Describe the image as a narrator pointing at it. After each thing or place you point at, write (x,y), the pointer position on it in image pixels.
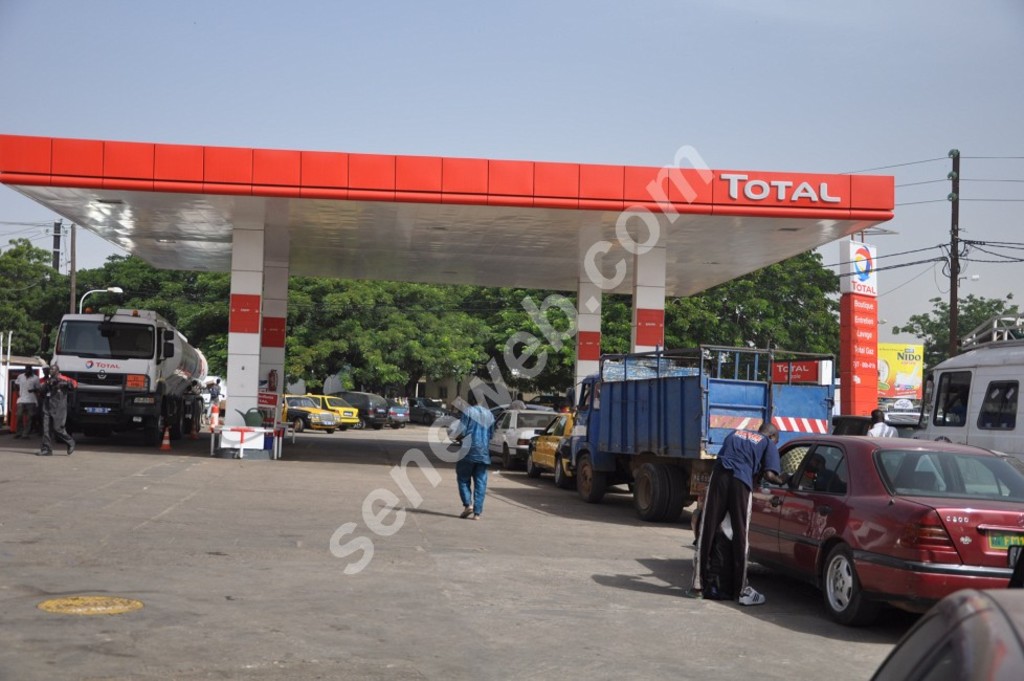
This is a petrol bunk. Here we can see vehicles (1000,349) on the road (565,650), few persons (34,376) standing on the road (367,456), trees (340,348), electric poles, wires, light poles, on the left (11,405) there is a house (21,367) and sky (429,153).
